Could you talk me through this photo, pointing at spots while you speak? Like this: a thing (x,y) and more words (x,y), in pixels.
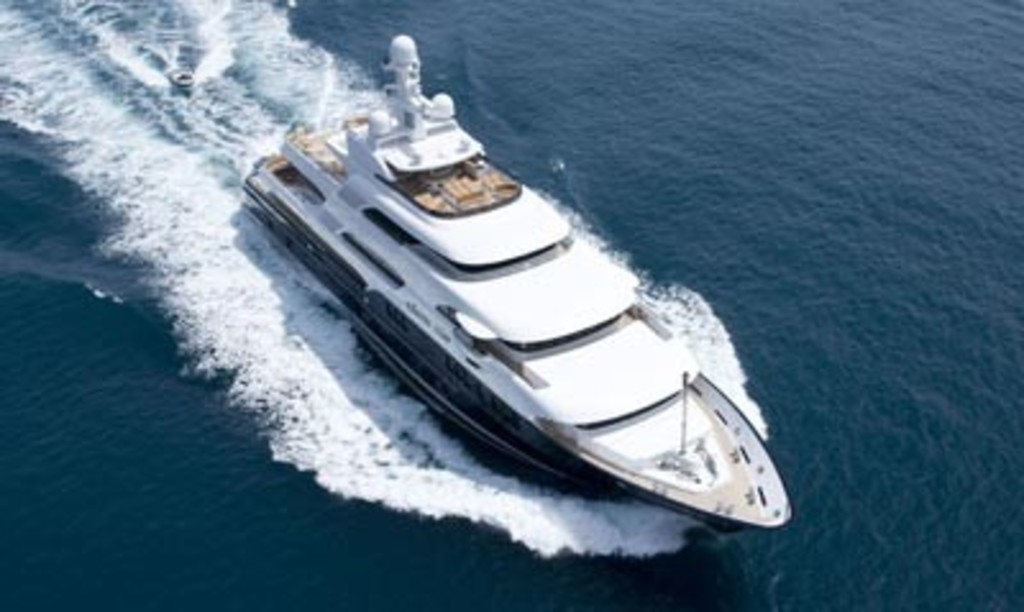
In this image in the center (364,215) there is a boat (611,303), and at the bottom (780,447) there is water (572,148).
